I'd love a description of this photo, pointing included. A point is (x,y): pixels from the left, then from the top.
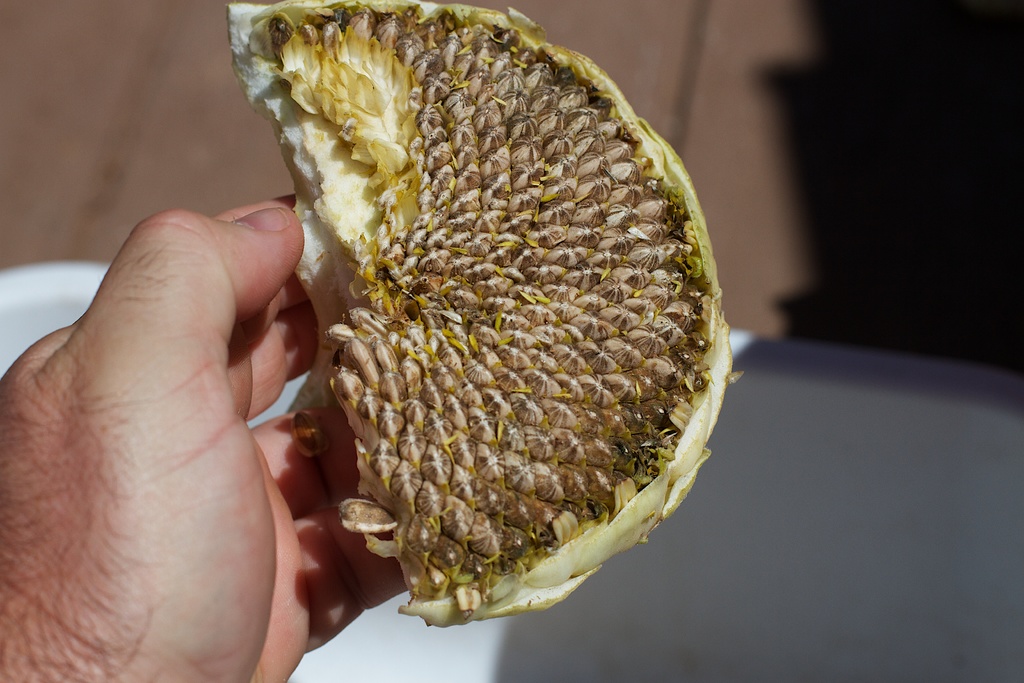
At the bottom left side of the image (177,484) a person hand (152,501) is there. A piece of sunflower head (454,377) is present in that hand (153,368).
